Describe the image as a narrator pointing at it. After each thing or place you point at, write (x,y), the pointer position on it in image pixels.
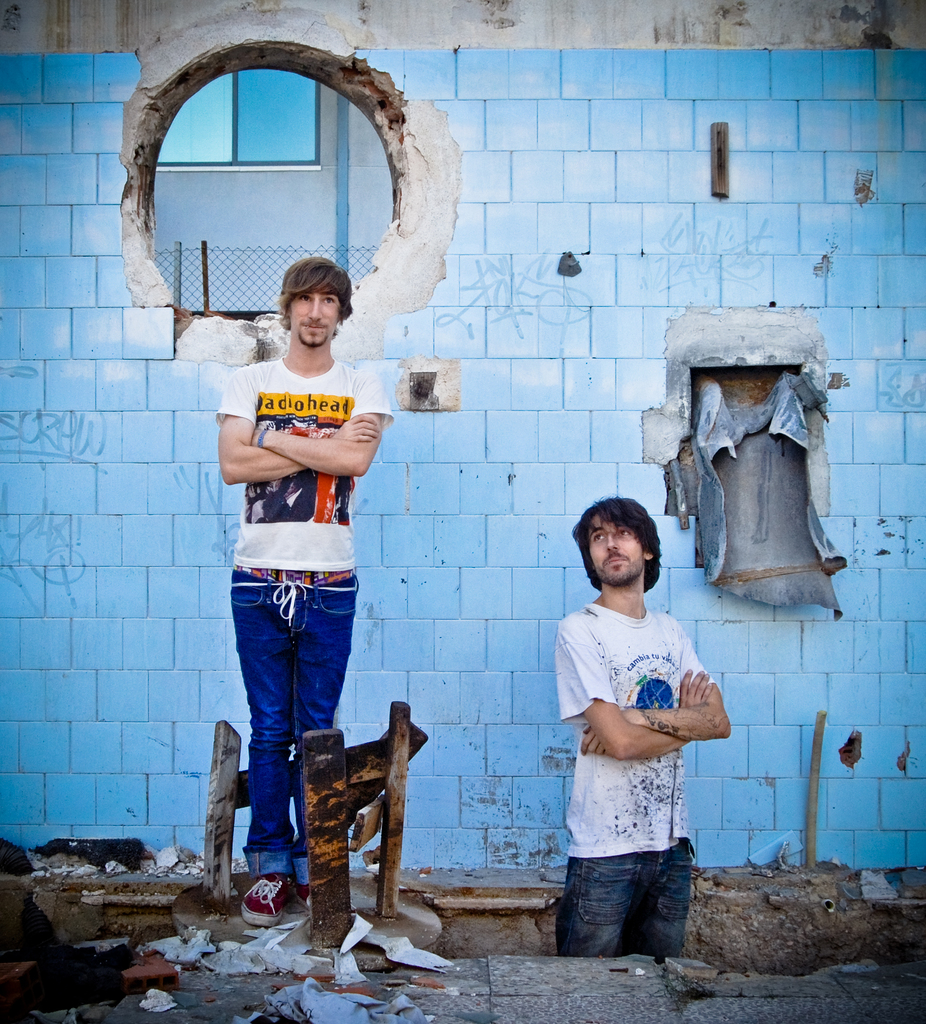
In this image we can see two persons (573,720) standing. We can also see the path (608,980), wooden poles (345,875), trash (303,950) and also the wall (24,813). We can also see the window (311,129), fence (254,274) and also the wall (259,210) through the hole (296,221) in the background (291,240).
